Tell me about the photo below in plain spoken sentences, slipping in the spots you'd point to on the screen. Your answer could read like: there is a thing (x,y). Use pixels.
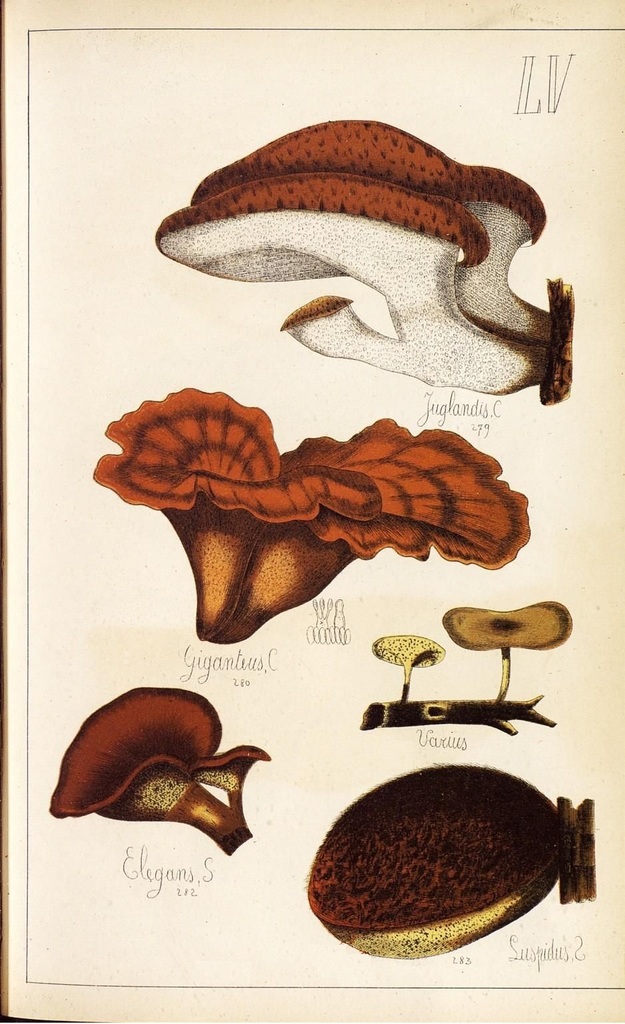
This image consists of a paper (359,405). On which we can see the pictures (416,296) of some plants (430,801) along with the text (437,737).
